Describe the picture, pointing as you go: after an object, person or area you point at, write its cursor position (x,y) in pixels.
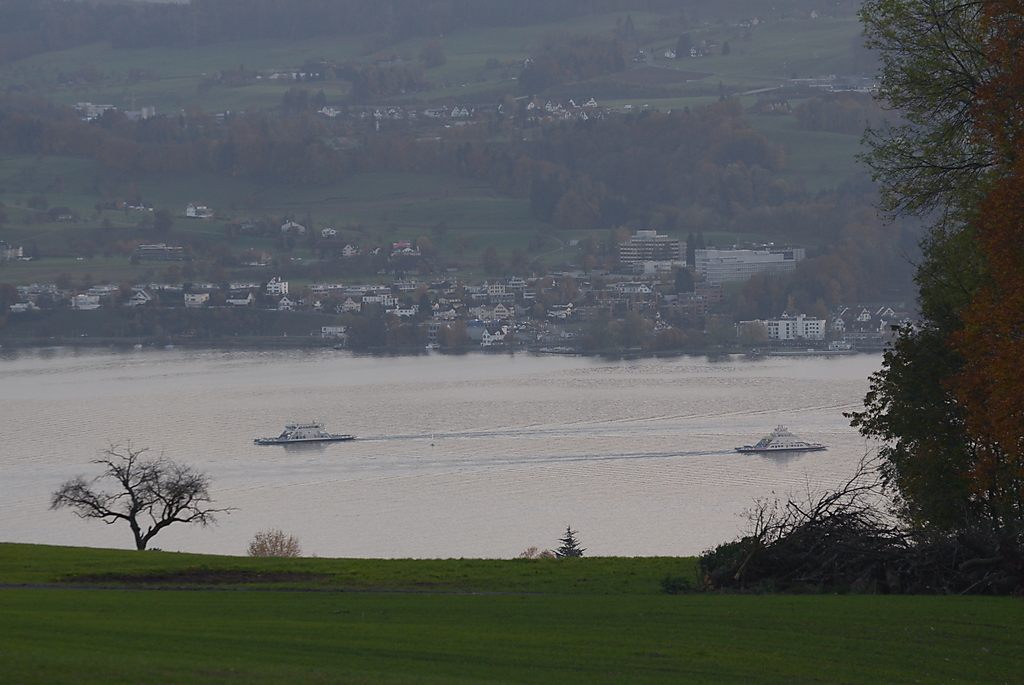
This picture is clicked outside the city. In the foreground (645,647) we can see the green grass (217,608), trees (959,262) and plants (563,540). In the center (551,391) we can the ships (772,444) in the water body (433,460). In the background (719,180) we can see the buildings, trees (349,162), plants (337,153) and the green grass (493,214) and some other objects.
